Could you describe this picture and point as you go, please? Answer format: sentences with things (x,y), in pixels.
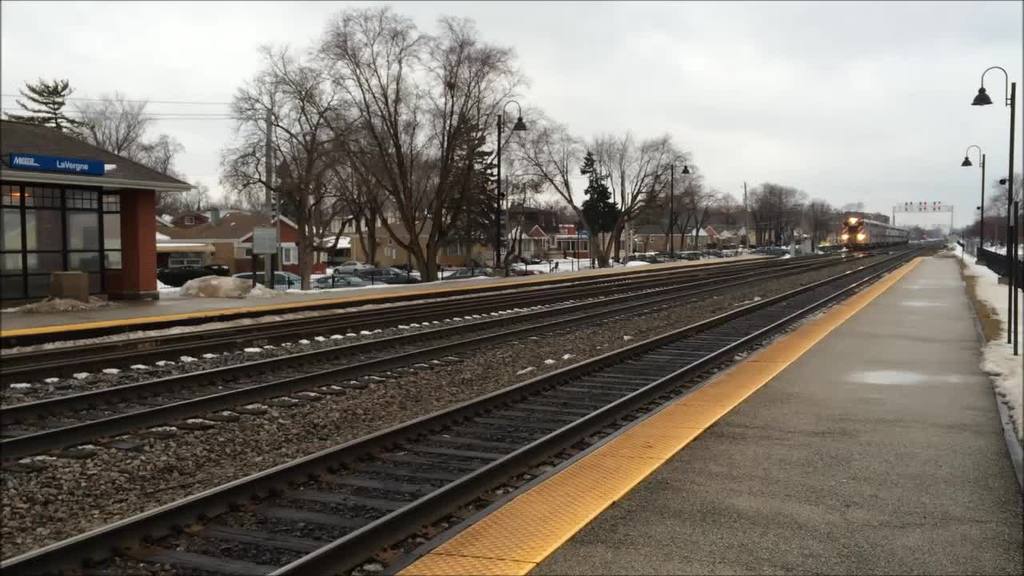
This image is taken in a train station (396,316), there is a train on the tracks (638,301), to the left of the platform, there are trees (305,236) and buildings (350,238), on the right side of the tracks (717,284) to the platform (963,293) there are lamp posts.
